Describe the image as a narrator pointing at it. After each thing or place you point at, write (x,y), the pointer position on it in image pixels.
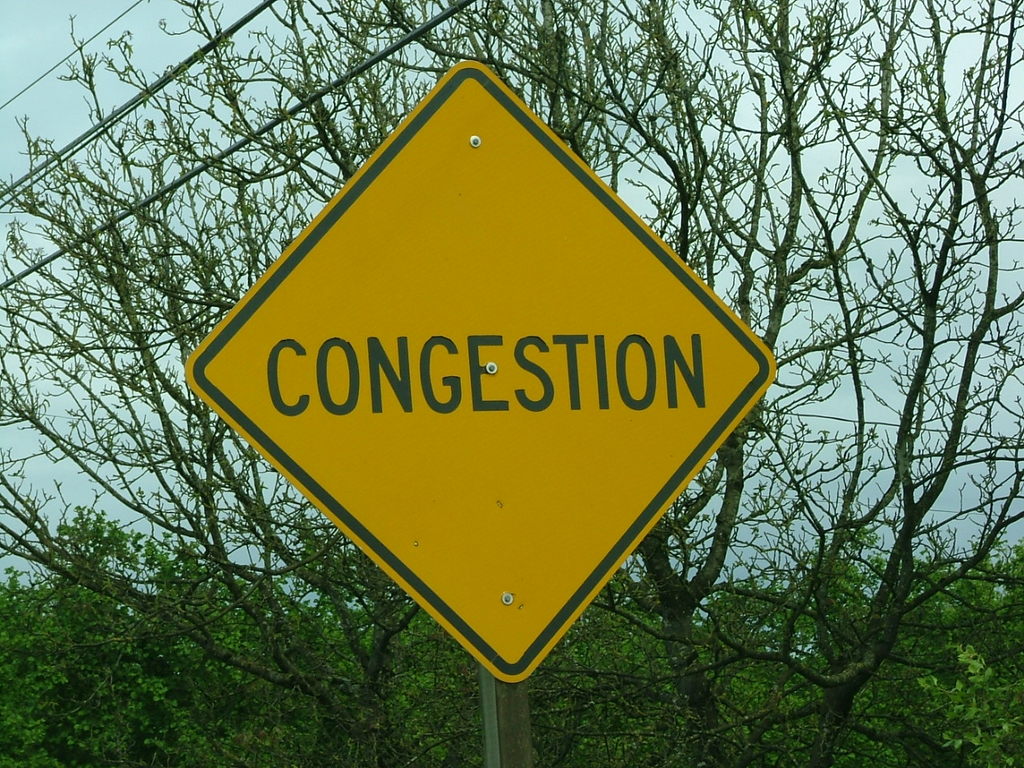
In the picture I can see a yellow color board (425,414) on which we can see some text (684,377). In the background (397,718), we can see trees (829,678), wires (159,82) and the sky (19,76).
